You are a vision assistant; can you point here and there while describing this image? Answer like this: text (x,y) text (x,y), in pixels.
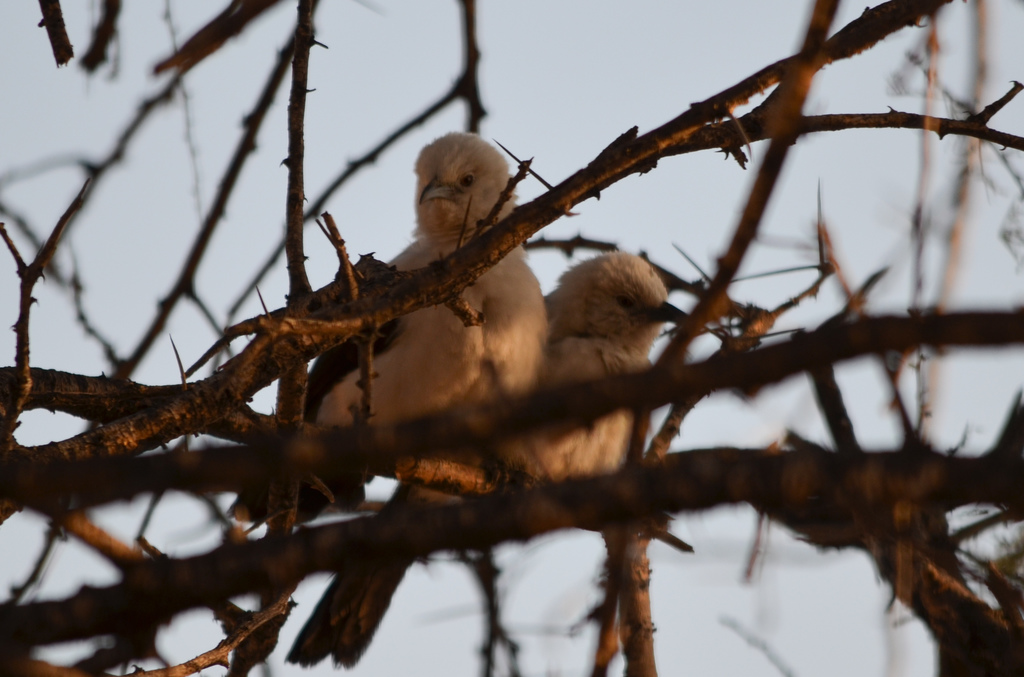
In the middle of the image (528,283) we can see few birds (573,306) and we can find branches (579,393) of a tree (577,412).
